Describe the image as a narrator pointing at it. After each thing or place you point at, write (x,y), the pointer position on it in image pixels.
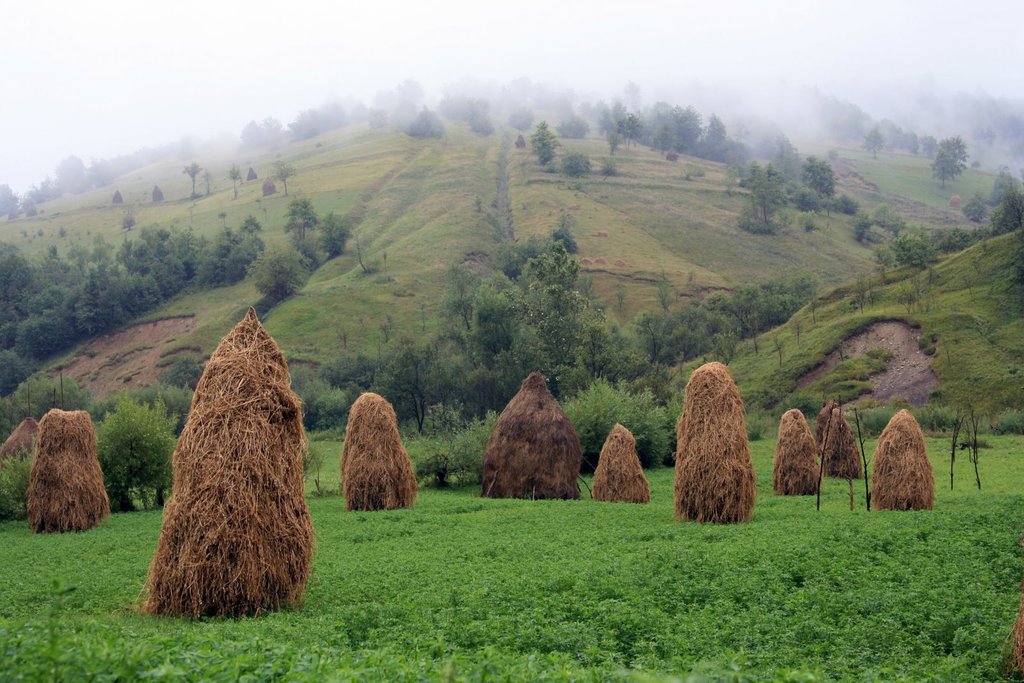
This picture is taken from outside of the city. In this image, we can see a grass (903,427) which is brown in color. In the background (166,457), we can see some trees (93,283), plants (730,361). At the top (795,3), we can see a sky (936,49), at the bottom (767,582), we can see some plants (715,660) and a grass (946,646).
